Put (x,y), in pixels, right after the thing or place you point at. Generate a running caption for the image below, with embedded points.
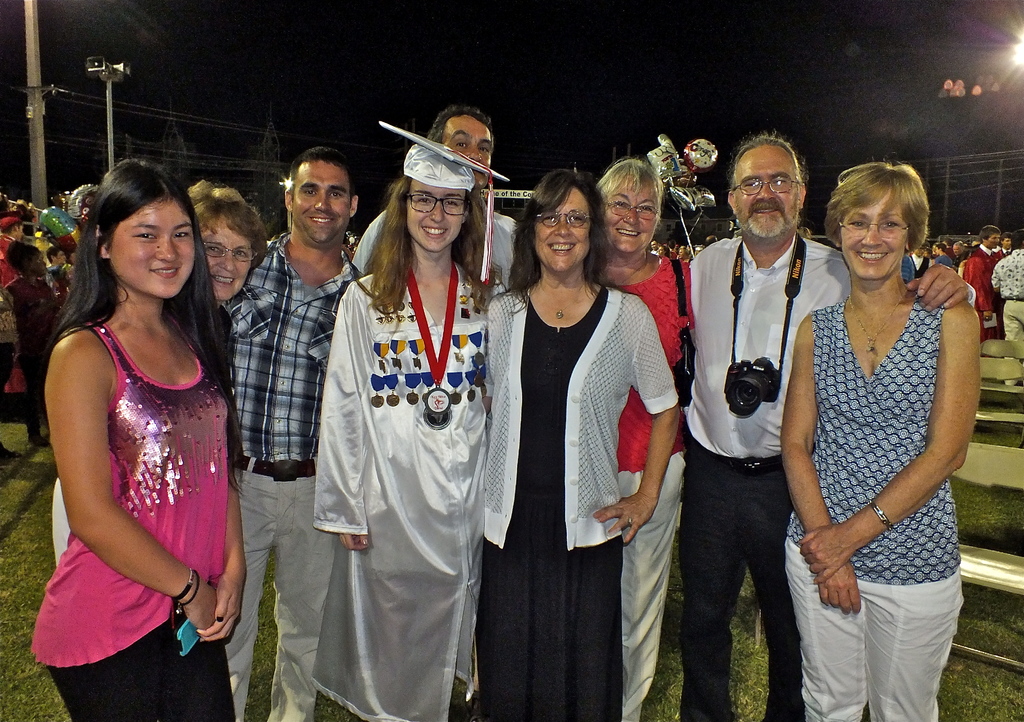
Here we can see group of people (552,375) posing to a camera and they are smiling. This is grass (29,683). Here we can see a camera (745,381), poles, light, and persons (596,194). There is a dark background (819,25).
